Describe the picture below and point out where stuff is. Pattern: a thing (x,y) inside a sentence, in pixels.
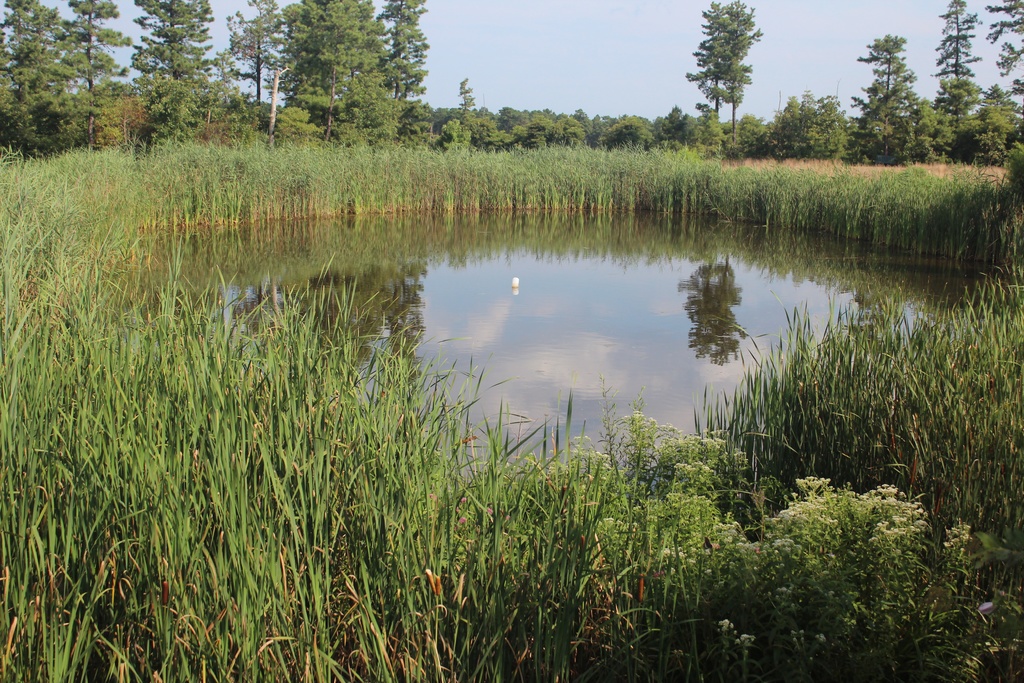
In this image I can see bushes (879,637), water (365,270), number of trees (482,113) and the sky (601,53) in background (698,91). I can also see reflection of trees (326,309) in this water (493,286).
